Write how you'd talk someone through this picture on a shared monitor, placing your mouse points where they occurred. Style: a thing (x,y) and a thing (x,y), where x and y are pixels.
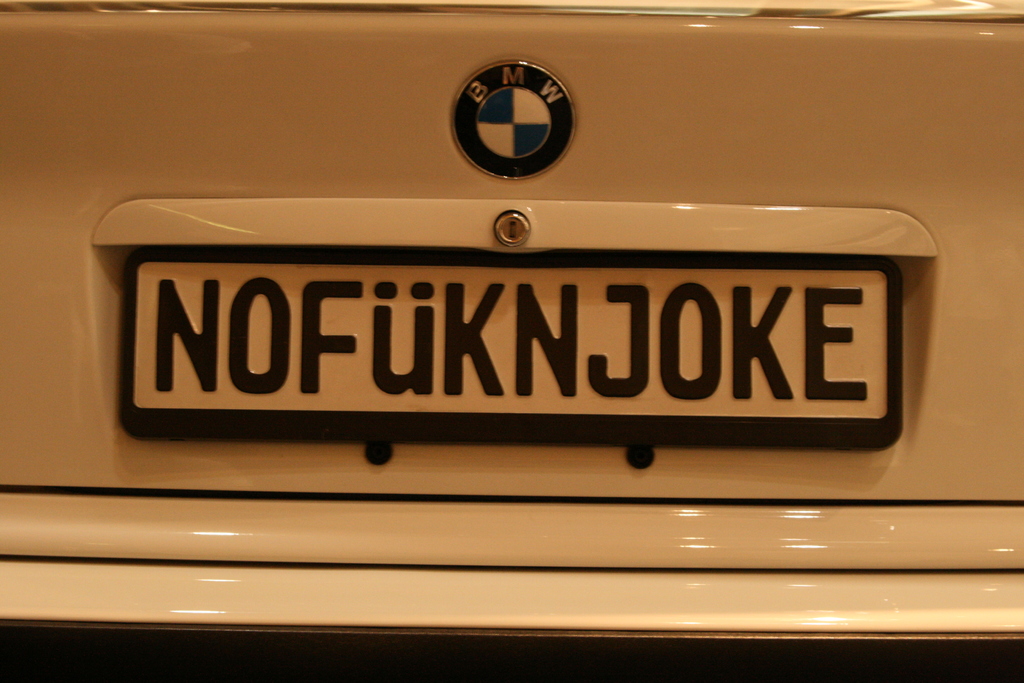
In this image we can see a vehicle (921,502) which is truncated. There is a logo (496,72) and a board (746,342).
